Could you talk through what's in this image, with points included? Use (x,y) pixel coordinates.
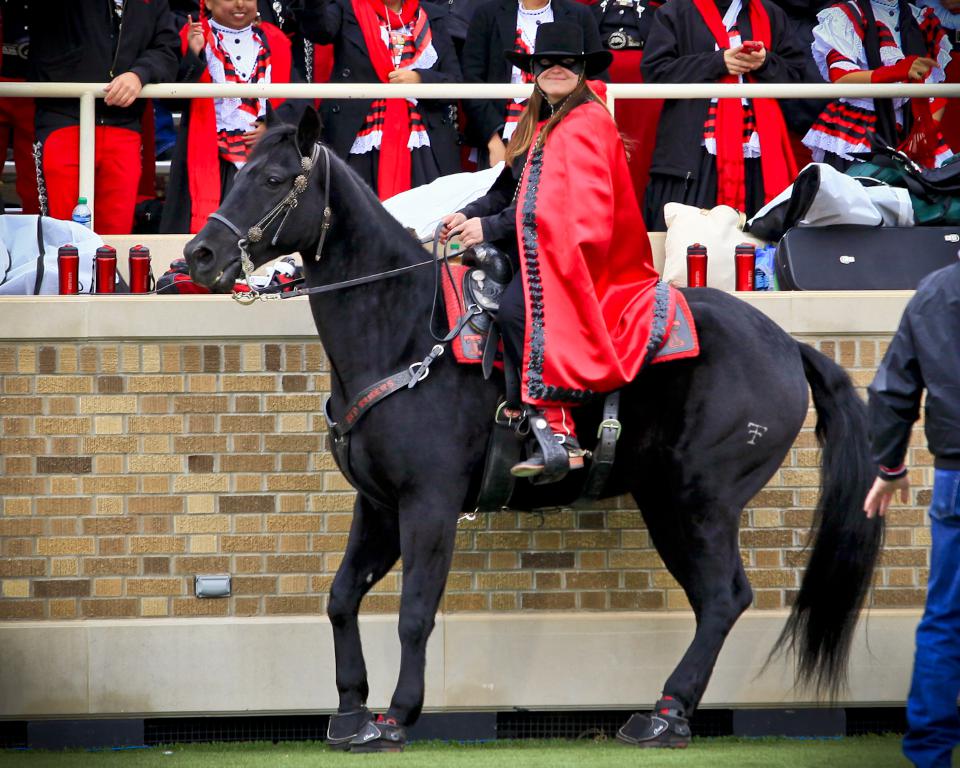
Here we can see a woman (569,127) sitting on the horse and she is smiling, and at back (353,39) here a group of persons (480,44) are standing, and in front here are some objects (60,256) on it, and here is the wall (255,519) made of bricks (212,567).
